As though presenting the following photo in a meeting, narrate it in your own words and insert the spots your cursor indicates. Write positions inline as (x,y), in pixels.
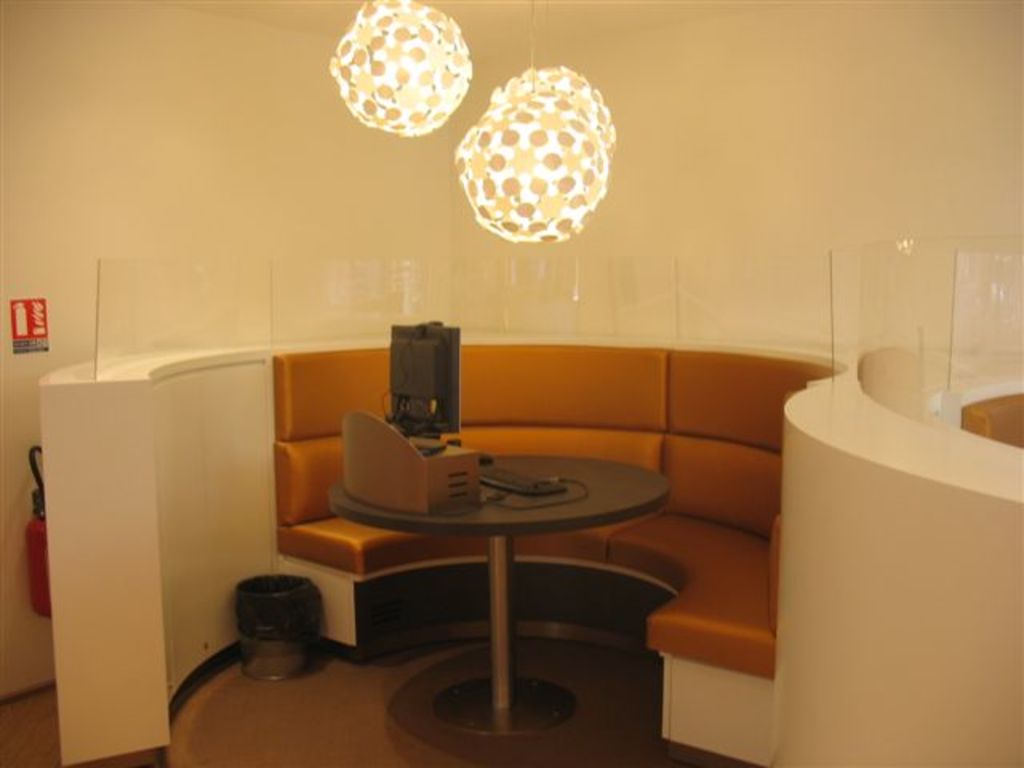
In this image I see the couch (685,388) over here and I see a table (626,469) on which there is a monitor (441,413), keyboard (557,489) and a thing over here and I see the lights (373,8) and I see the glasses (799,287) and the cream color wall (795,9) and I see the sign board (19,347) and I see the fire extinguisher (32,451) over here and I see a bin (298,631) over here.
